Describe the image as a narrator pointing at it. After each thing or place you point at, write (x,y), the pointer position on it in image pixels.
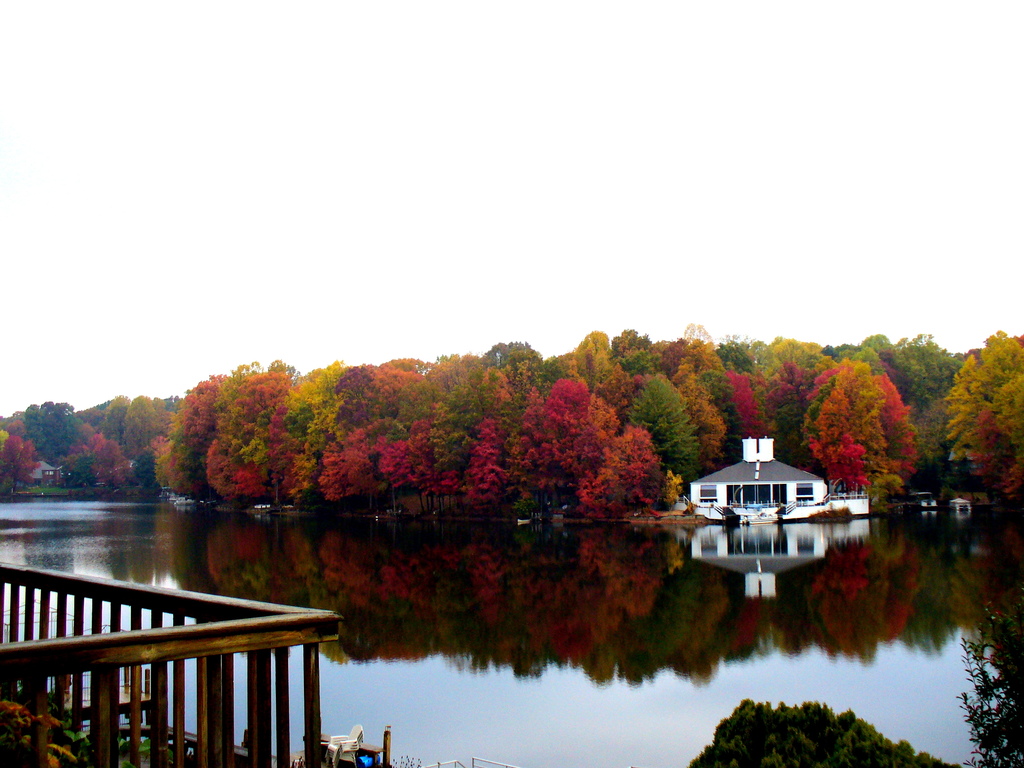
In this image I can see wooden fence (208,741), the water (522,614) and a house (796,499). In the background (388,264) I can see trees (466,424) and the sky (427,236).
